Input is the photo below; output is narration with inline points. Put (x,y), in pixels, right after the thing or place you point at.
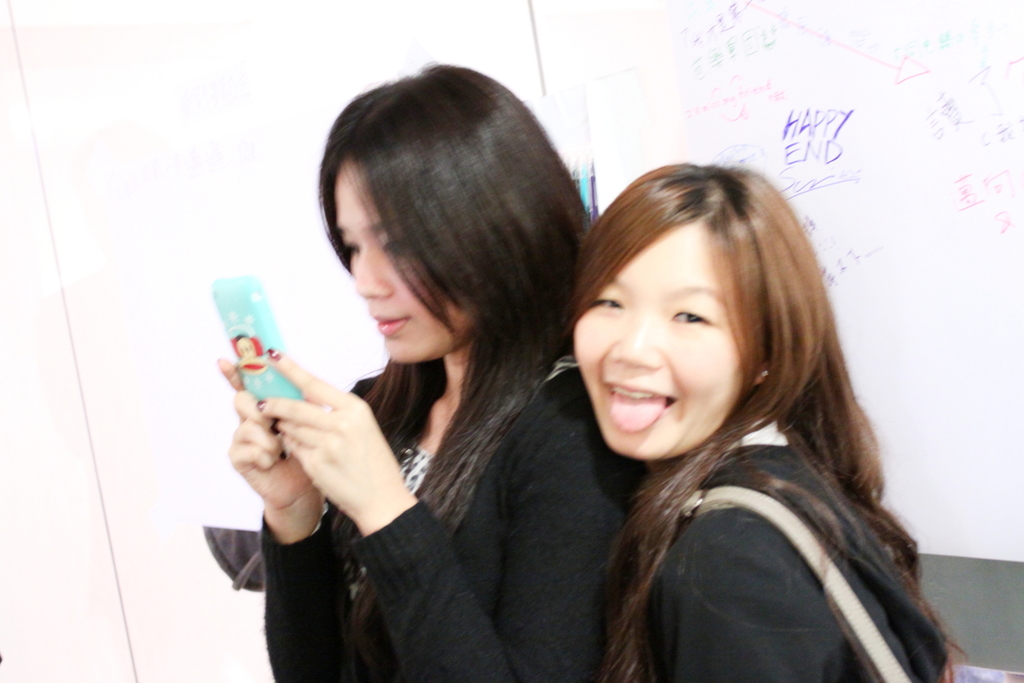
In the image there are two women (633,366) standing in black dress (446,655), behind them there is board (816,87) with sketch text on it.
